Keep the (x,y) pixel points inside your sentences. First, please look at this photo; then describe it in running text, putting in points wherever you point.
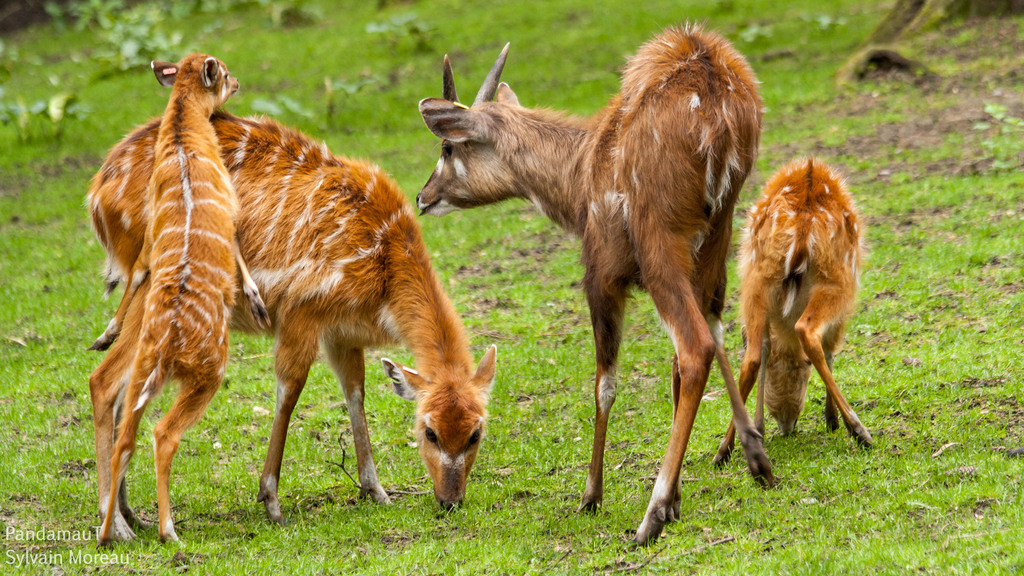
In this picture, it seems like deer (765,239) in the center of the image (522,206) on the grassland (480,518) and text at the bottom side (97,523).
